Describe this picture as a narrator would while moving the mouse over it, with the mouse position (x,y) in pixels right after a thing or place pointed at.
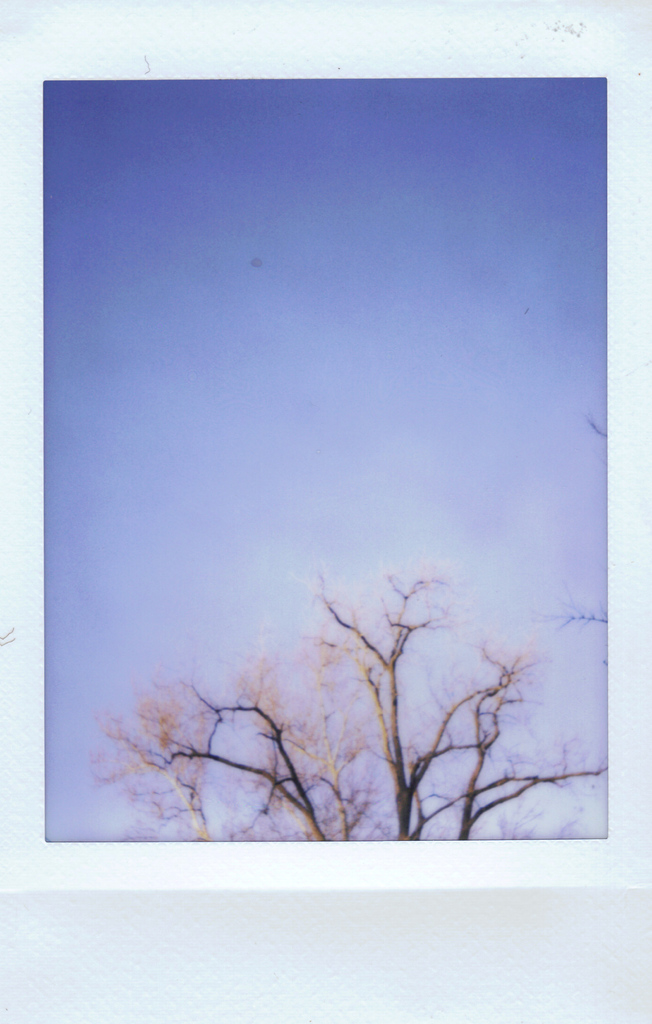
In this picture we can see a bare tree (265,663) and sky (265,360). Sky (268,332) is in blue color.
